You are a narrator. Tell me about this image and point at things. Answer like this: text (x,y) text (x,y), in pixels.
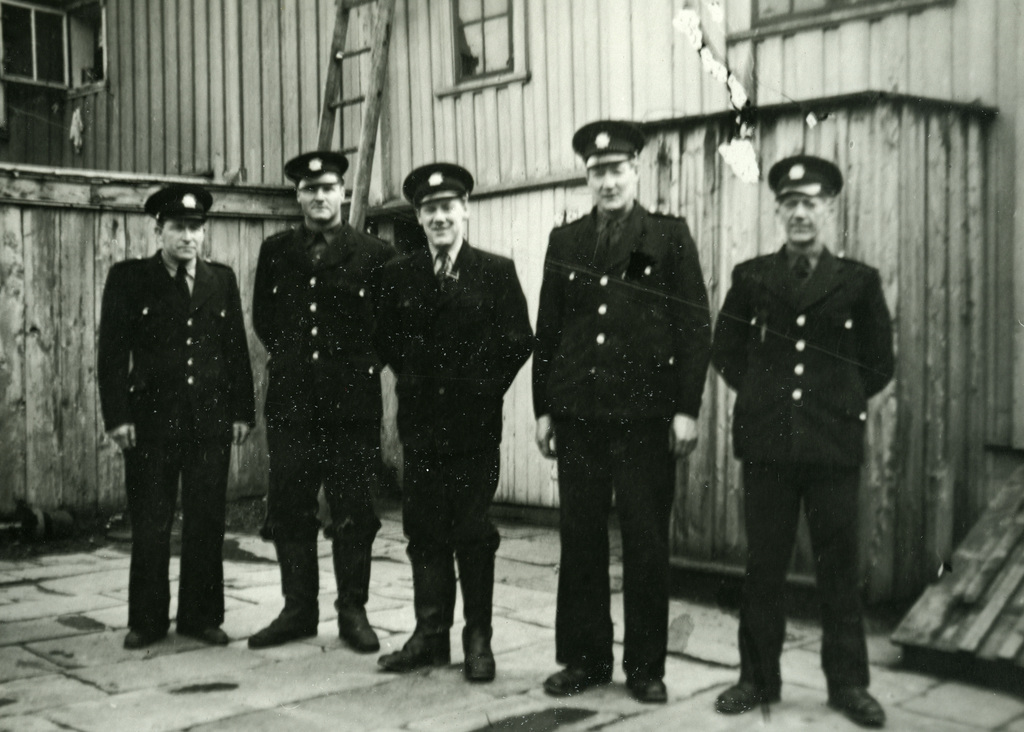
This is a black and white image. There are a few people (668,432). We can see the ground (191,709) with some objects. We can see a ladder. We can see the wall (8,286).
